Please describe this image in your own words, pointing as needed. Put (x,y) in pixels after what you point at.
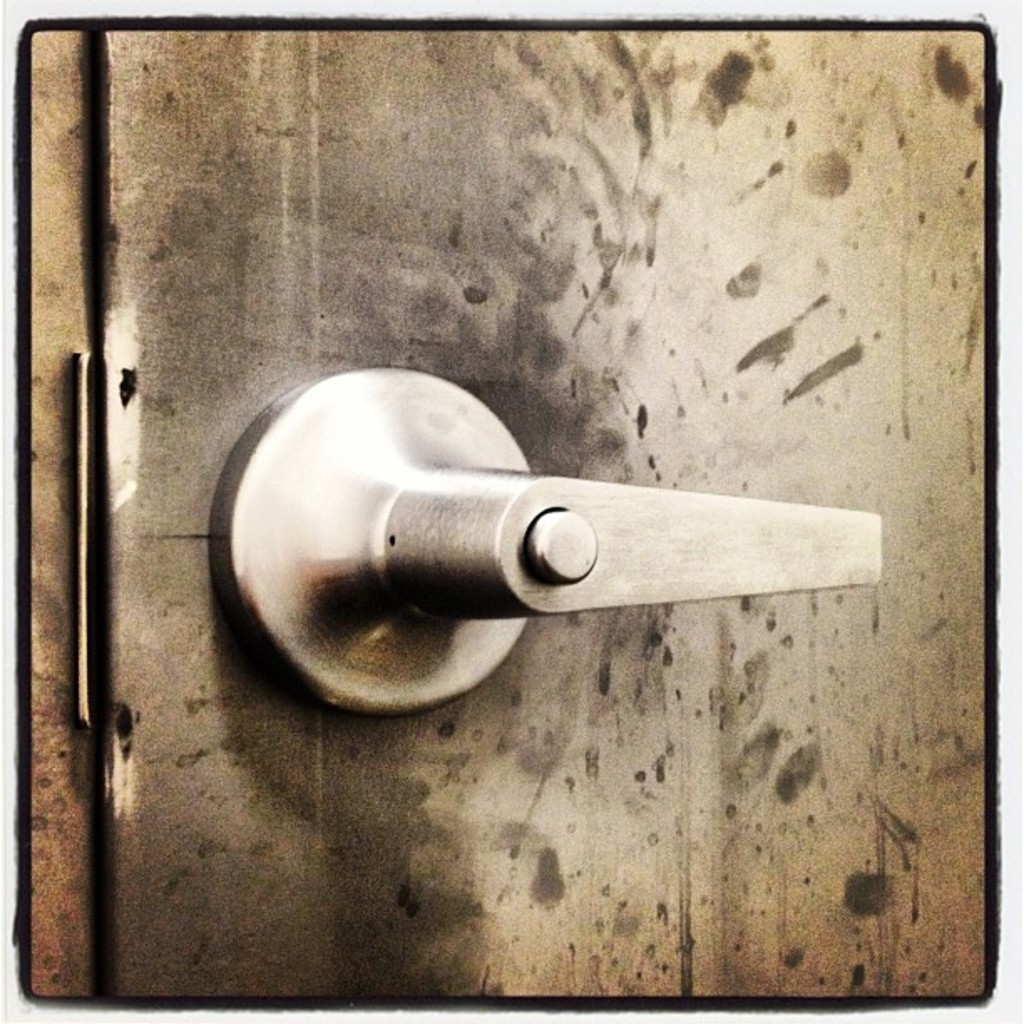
In this image we can see lock (560,483) of the door (539,628).
